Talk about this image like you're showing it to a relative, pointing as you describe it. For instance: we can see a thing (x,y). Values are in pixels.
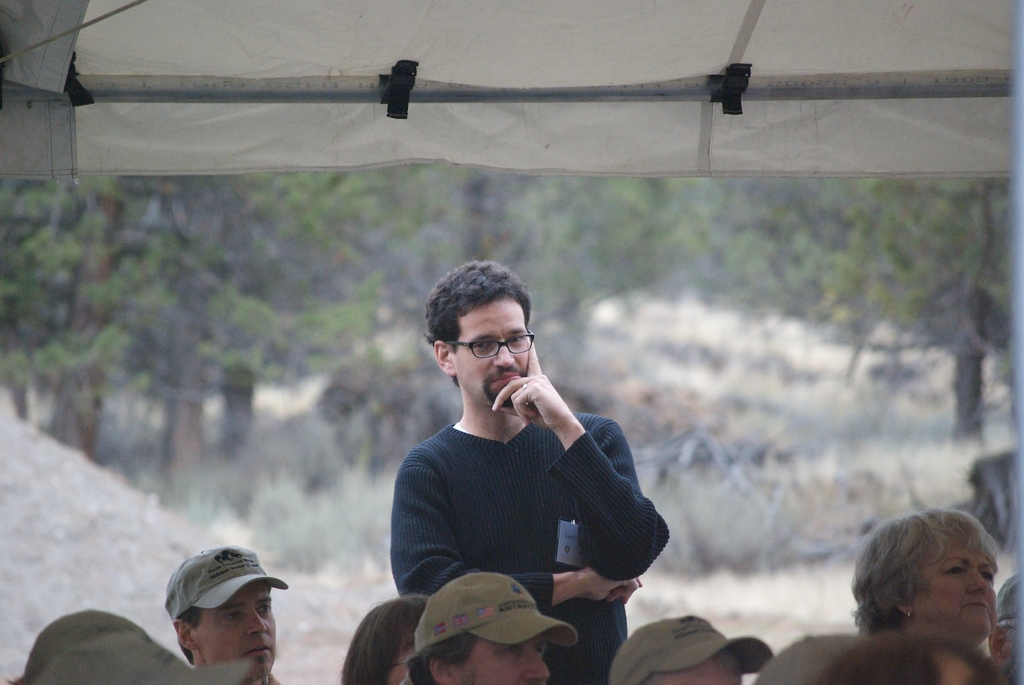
In the center of the image (473,424) a man (427,466) is standing. At the bottom of the image (486,641) group of people (466,653) are there and some of them are wearing hats (465,606). In the background of the image (737,293) trees (737,293) are present. At the top of the image (567,57) tent (525,54) is there. In the middle of the image (641,364) ground (340,586) is present.
